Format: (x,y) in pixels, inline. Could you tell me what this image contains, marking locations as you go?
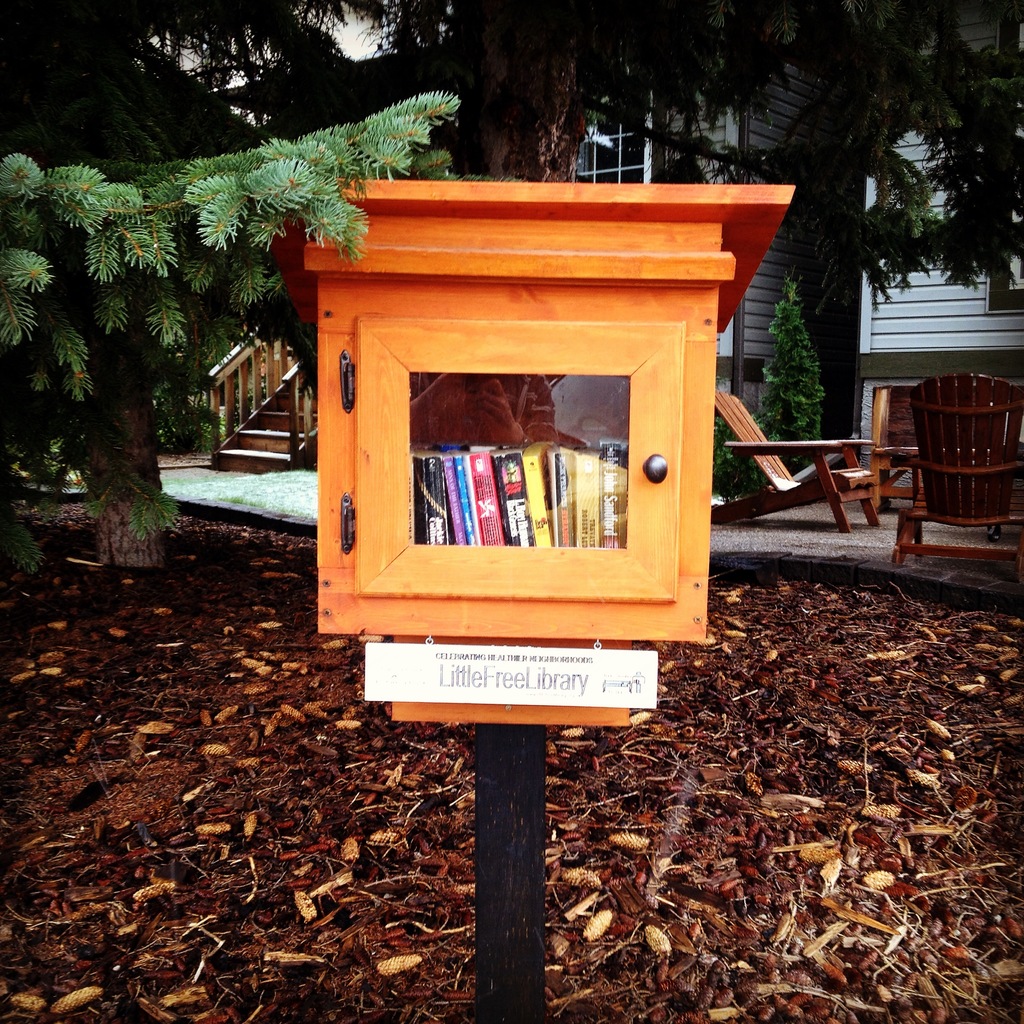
This picture is clicked outside. In the center (469,609) we can see a wooden cabinet (701,357) containing books (456,458) and we can see the text (502,686) on a white color board (505,661) and we can see there are some objects (596,745) lying on the ground (277,738). In the background (197,382) we can see the trees (491,168), houses (782,259), chairs (773,450), staircase (269,412), handrails (242,403) and plants (800,377) and some other objects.
